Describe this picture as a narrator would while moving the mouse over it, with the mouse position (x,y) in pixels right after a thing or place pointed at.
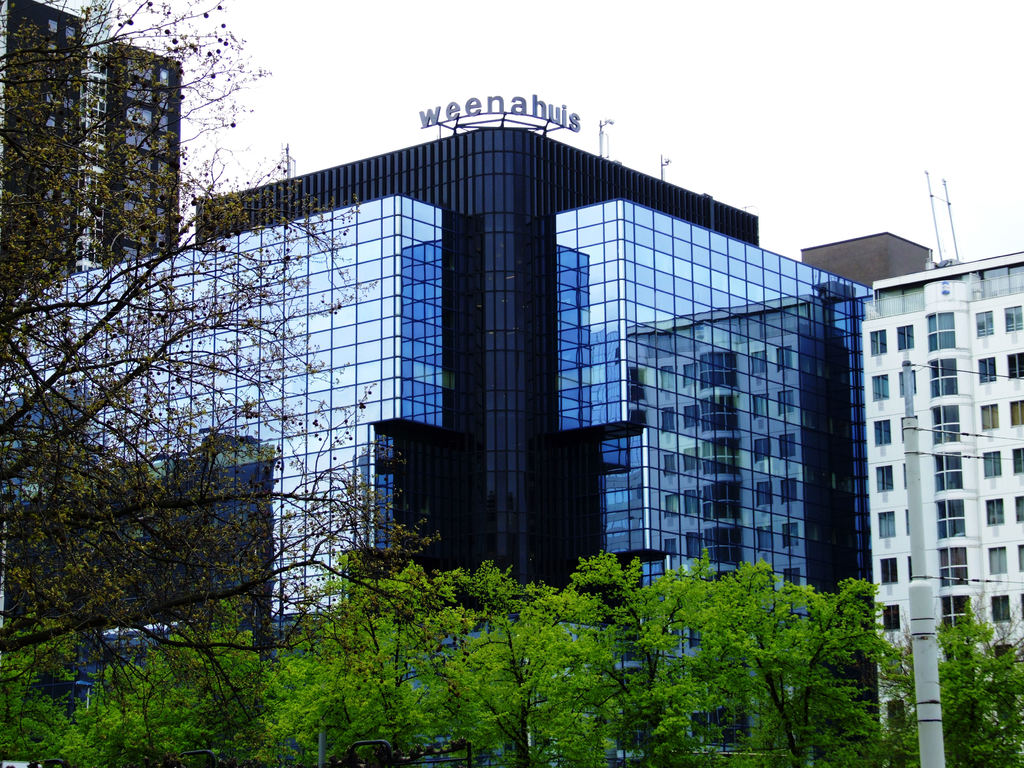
In this image there are tall buildings (653,334) in the middle (590,376). At the bottom (566,683) there are trees (635,641). At the top (668,42) there is the sky (684,48). Above the building (496,231) there is a hoarding (575,126). There are glasses (355,313) around the building (558,346).
